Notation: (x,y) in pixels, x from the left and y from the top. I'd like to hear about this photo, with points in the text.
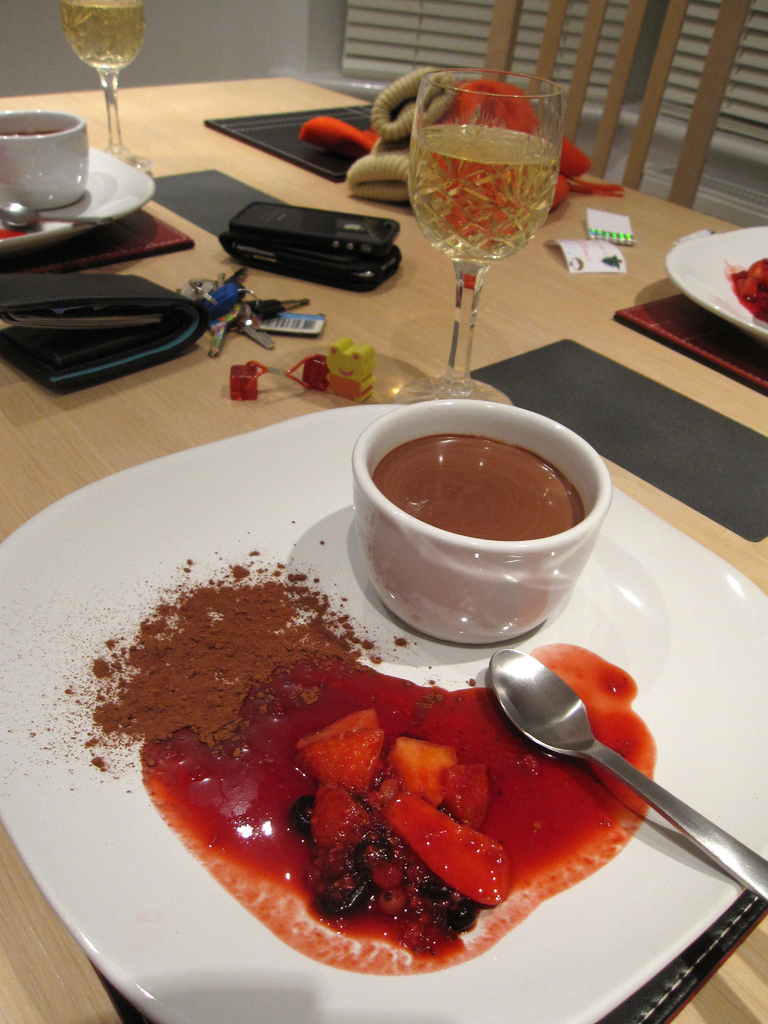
In this image we can see a food item (248,871), a bowl (432,590) and spoon (555,675) are kept on a white plate (698,694). Here we can see wallet (109,378), keys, mobile phones (264,234), glasses (417,123) with drink (536,197) in it, a few more plates (112,195) and a few more things (585,190) are kept on the wooden table (200,393). In the background (751,98), we can see the windows (725,96).
